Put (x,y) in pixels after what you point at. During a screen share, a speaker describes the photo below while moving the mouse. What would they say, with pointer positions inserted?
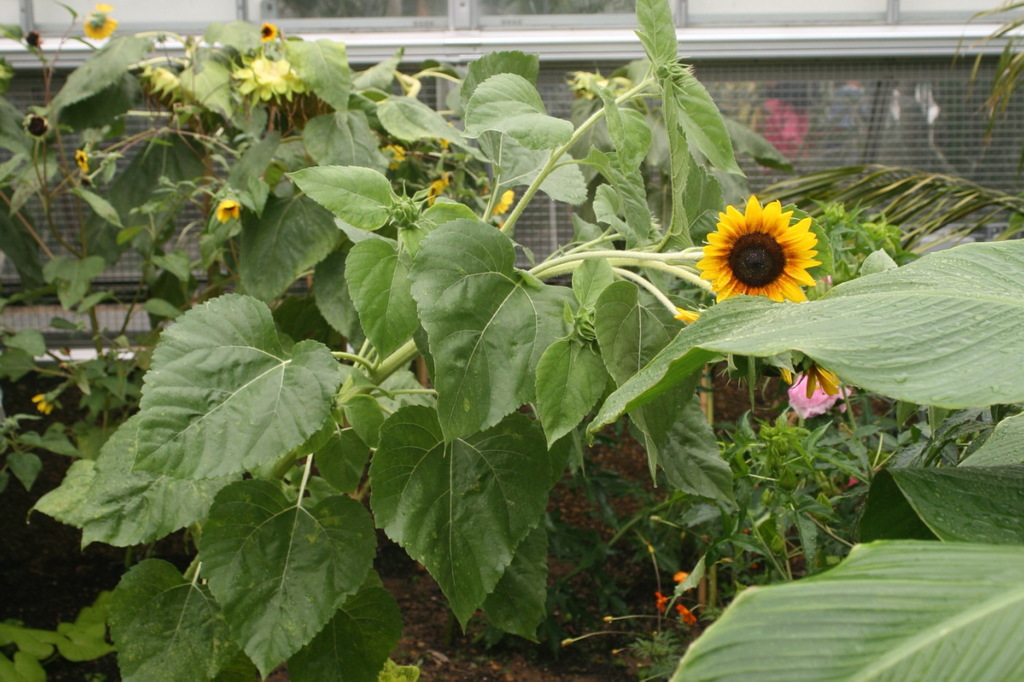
In the front of the image (953,493) I can see flower plants (344,255). In the background of the image (984,98) there is a mesh (885,69) and windows (388,11). Through mesh (808,93) I can see people (784,112).
